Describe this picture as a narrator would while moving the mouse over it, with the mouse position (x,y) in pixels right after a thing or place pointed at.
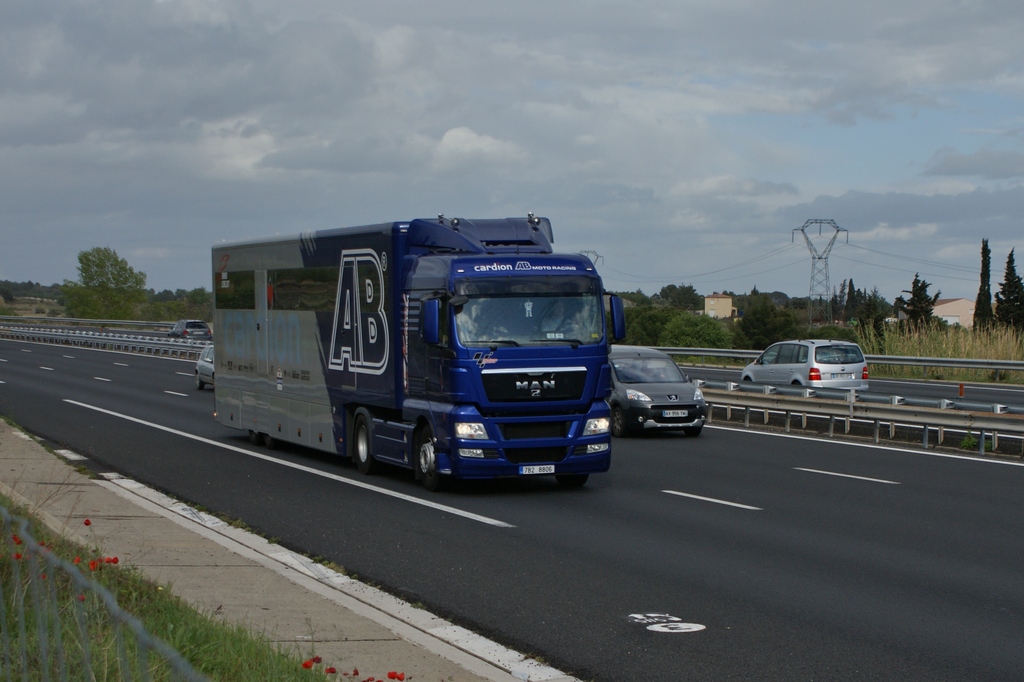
In this picture we can see a few vehicles (837,380) on the road (469,593). There are flowers (114,557) and some grass (218,676) on the ground (125,559). We can see a tower (825,274), wires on this tower (825,274), houses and trees (1008,318) in the background (709,323). Sky (549,101) is cloudy.
